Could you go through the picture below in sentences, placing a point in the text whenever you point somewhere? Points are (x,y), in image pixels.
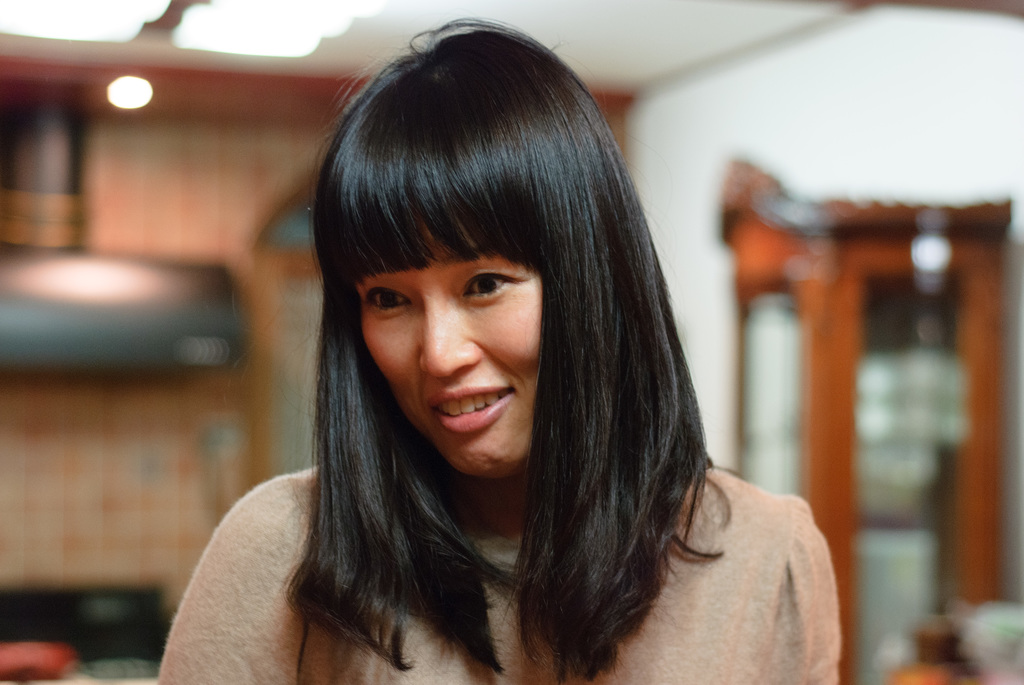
In this image I can see a woman (532,455). In the background (168,443), I can see the wall (143,426) and a door (929,368). At the top (261,16) I can see the lights (189,47).
